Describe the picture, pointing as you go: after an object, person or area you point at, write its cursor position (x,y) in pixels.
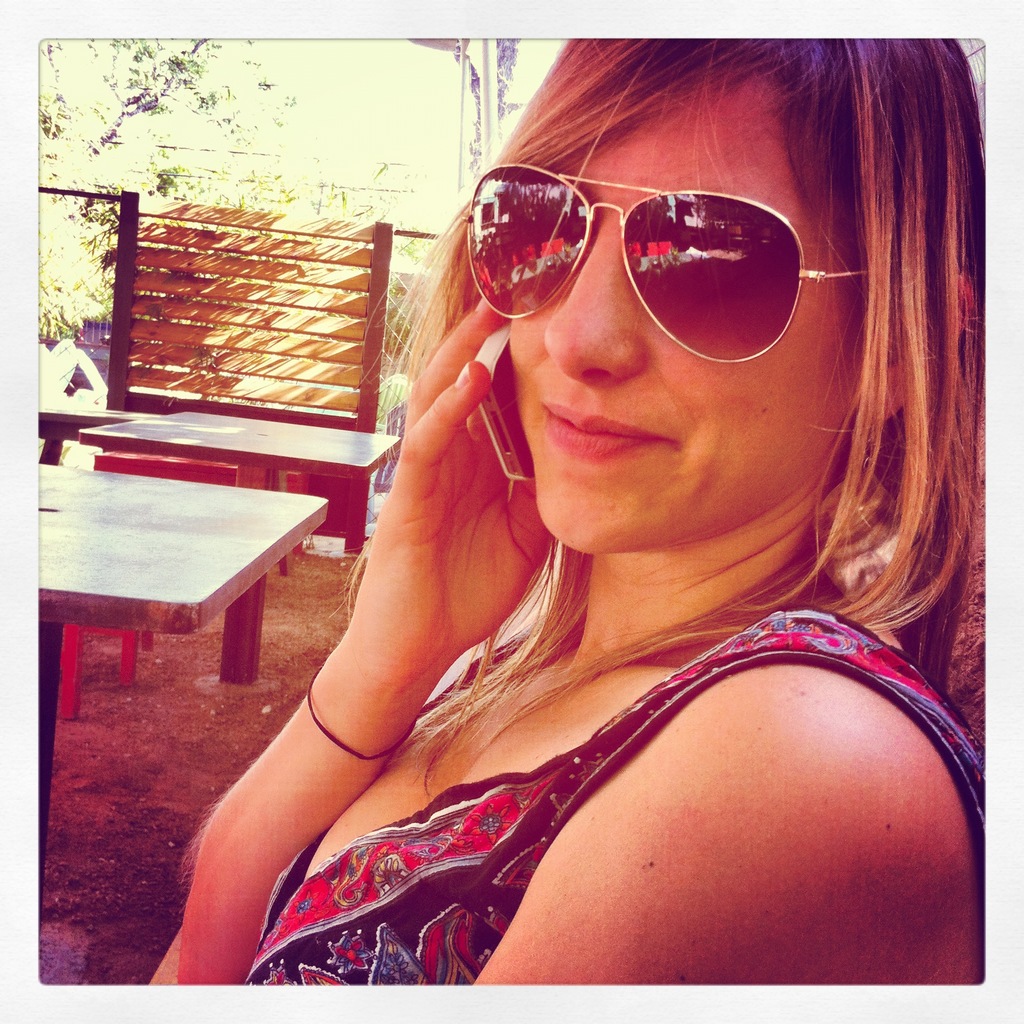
In this image see a woman (967,251) who is holding a phone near to her ear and she is wearing shades (738,223) and she is also smiling. In the background (362,364) I see the tables (250,623) and the fence (369,333) over here.
